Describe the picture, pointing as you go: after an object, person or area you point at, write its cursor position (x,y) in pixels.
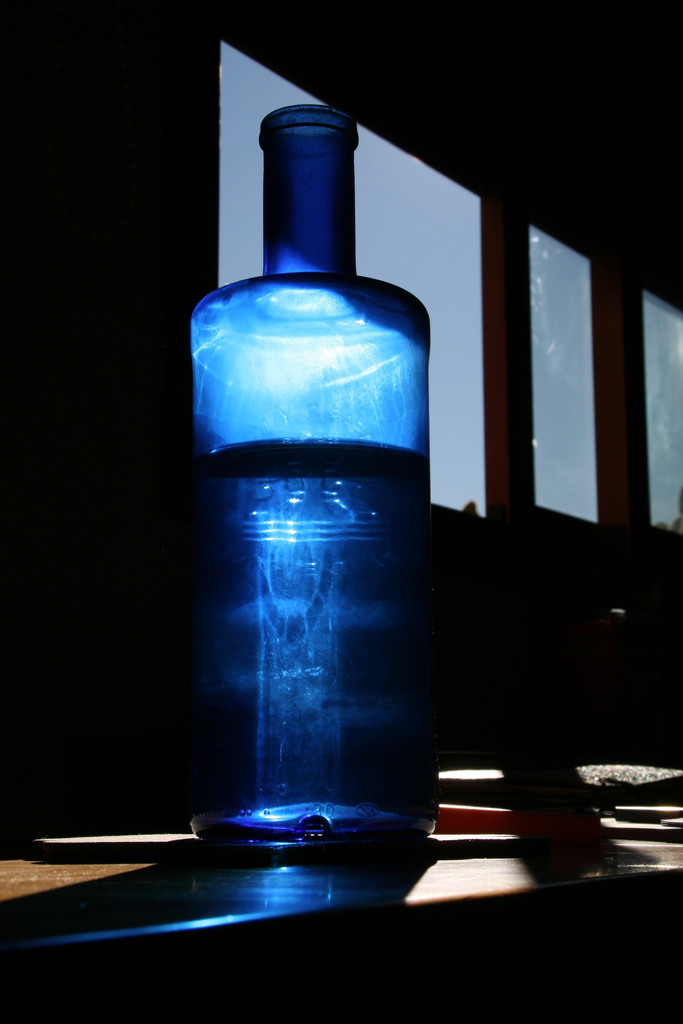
In this picture we can see a bottle (355,723) on the table (349,874).
